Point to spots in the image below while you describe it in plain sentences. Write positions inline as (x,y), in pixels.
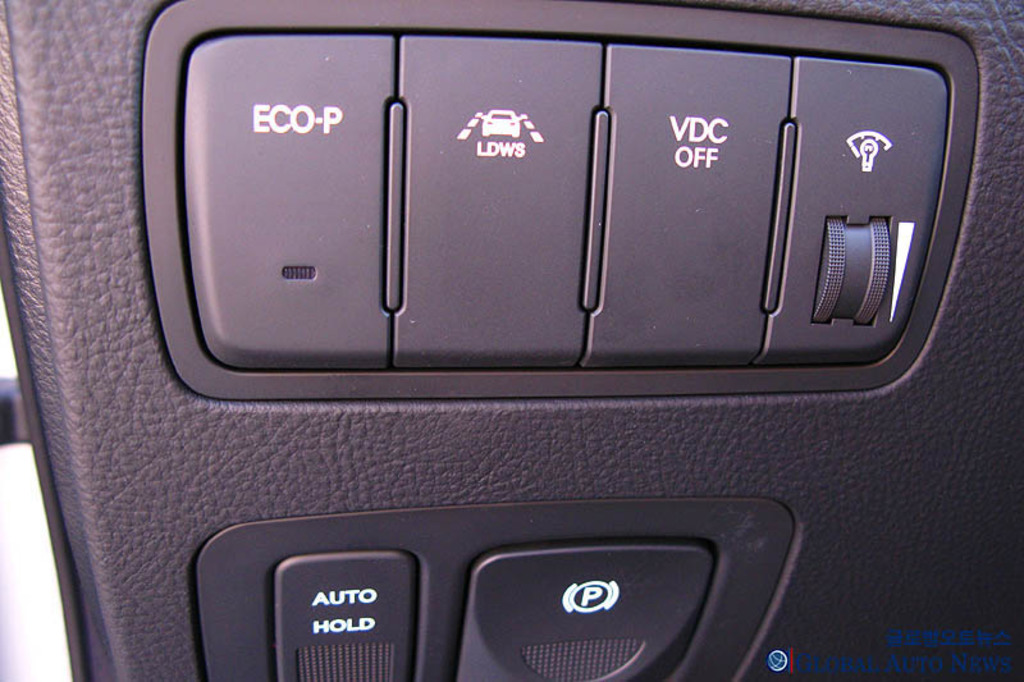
In this image we can see an object (493,397) which looks like the part of the vehicle (529,221) and we can see some text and symbols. There is some text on the image.
